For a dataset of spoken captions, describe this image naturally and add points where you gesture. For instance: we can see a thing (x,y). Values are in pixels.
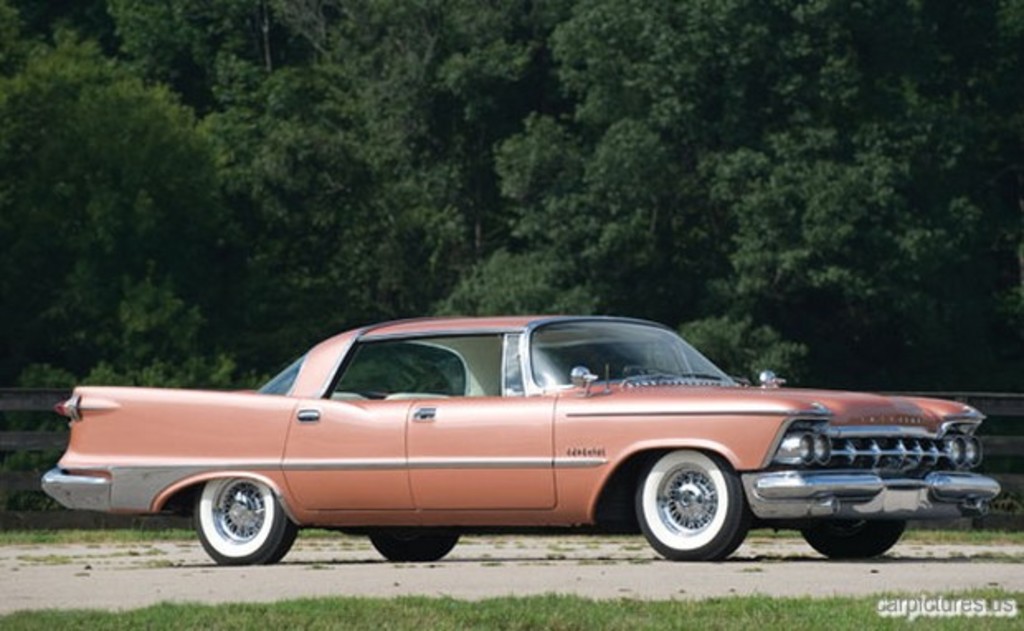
In the center of the image (495,385) there is a car (544,457) on the road (549,555). At the bottom (361,615) there is grass (399,602). In the background (651,174) there are trees (156,146) and we can see a fence (48,446).
